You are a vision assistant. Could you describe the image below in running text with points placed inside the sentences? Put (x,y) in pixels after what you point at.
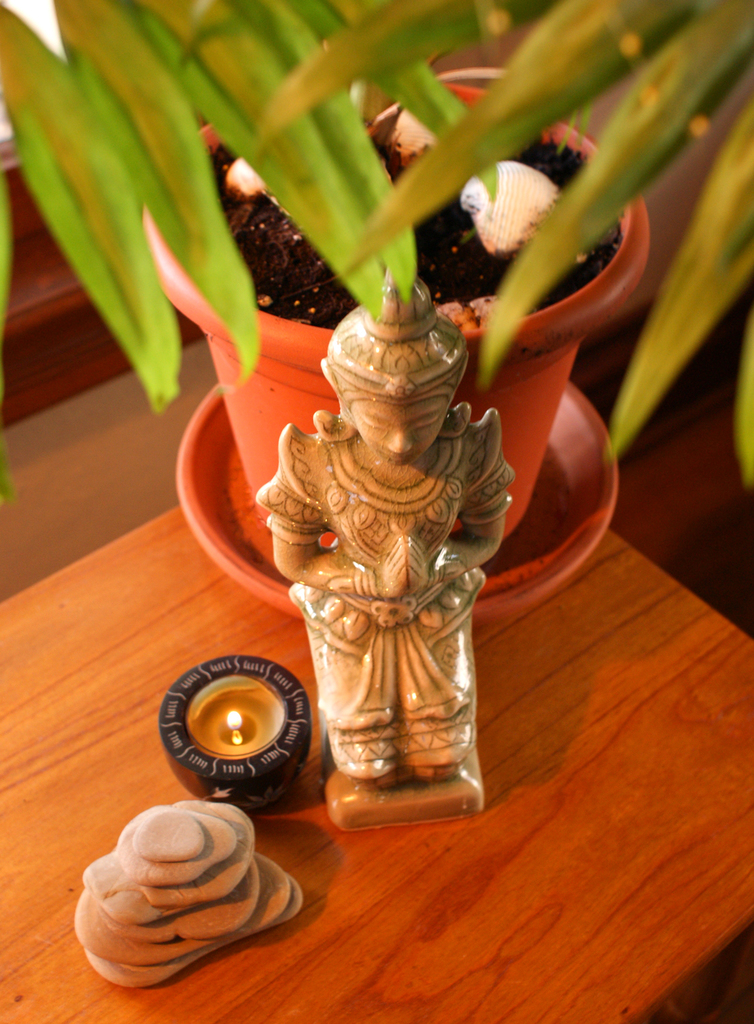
In the picture there is a plant (452,142) inside a pot (518,375), aside to that there is a sculpture (343,568) left to the sculpture (343,696) there is a candle (183,745) and beside the candle (253,801) there are few stones (159,878), all these are put on a table (577,853).
